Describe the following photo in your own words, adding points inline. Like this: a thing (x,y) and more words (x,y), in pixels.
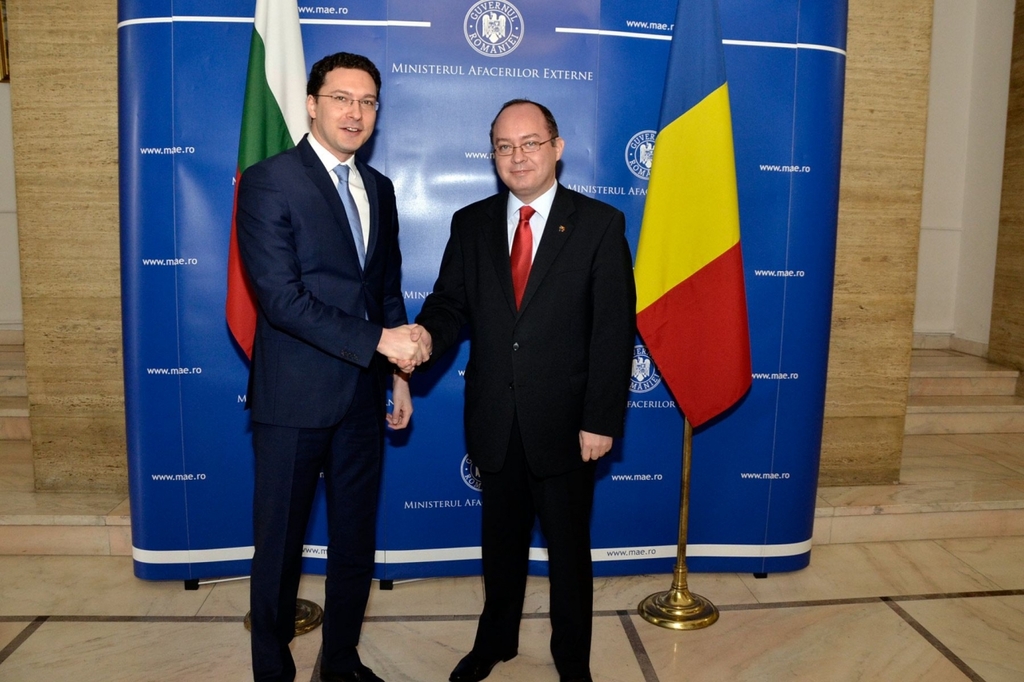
This picture is clicked inside. In the center (508,233) there are two men (315,226) wearing suits (385,245), spectacles (369,105), standing on the ground (40,650) and shaking their hands (414,357). In the background (567,45) we can see the two flags (277,26) of different colors and there is a blue color banner (586,3) on which the text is printed and we can see the stairs (987,377) and the wall (861,145).
